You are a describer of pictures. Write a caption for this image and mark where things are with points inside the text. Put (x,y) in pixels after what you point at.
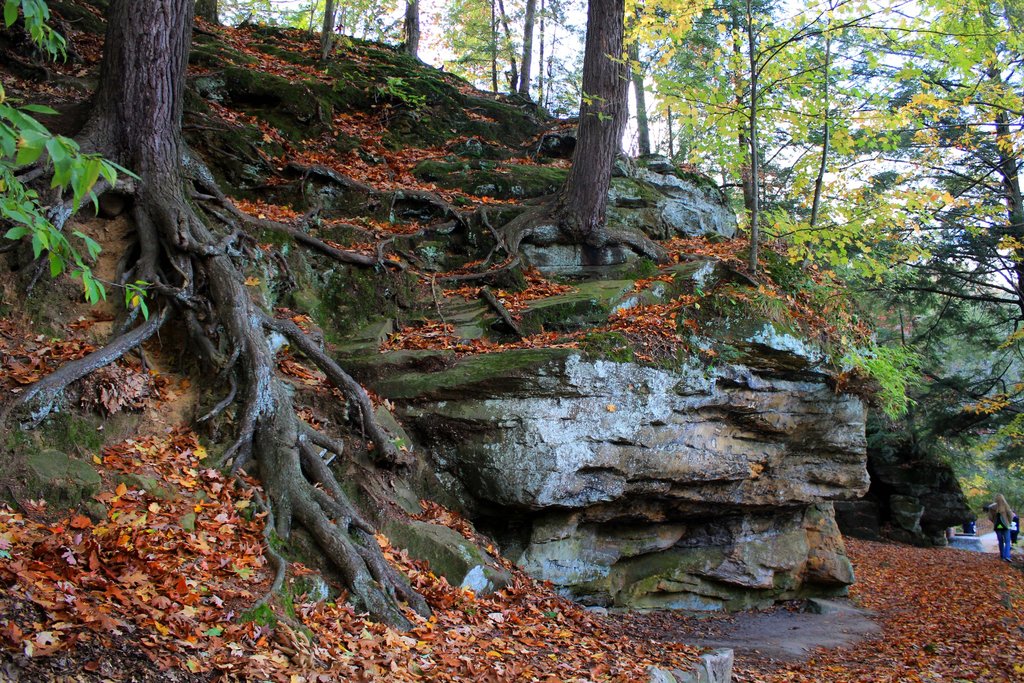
In this picture we can see some dry leaves (441,641) on the path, There are a few tree trunks (161,206) and plants (35,147) on the right (812,259) and left side of the image (12,211). We can see two people (1009,520) on the right side (1008,552). There are a few trees (1005,66) visible in the background (983,66).
